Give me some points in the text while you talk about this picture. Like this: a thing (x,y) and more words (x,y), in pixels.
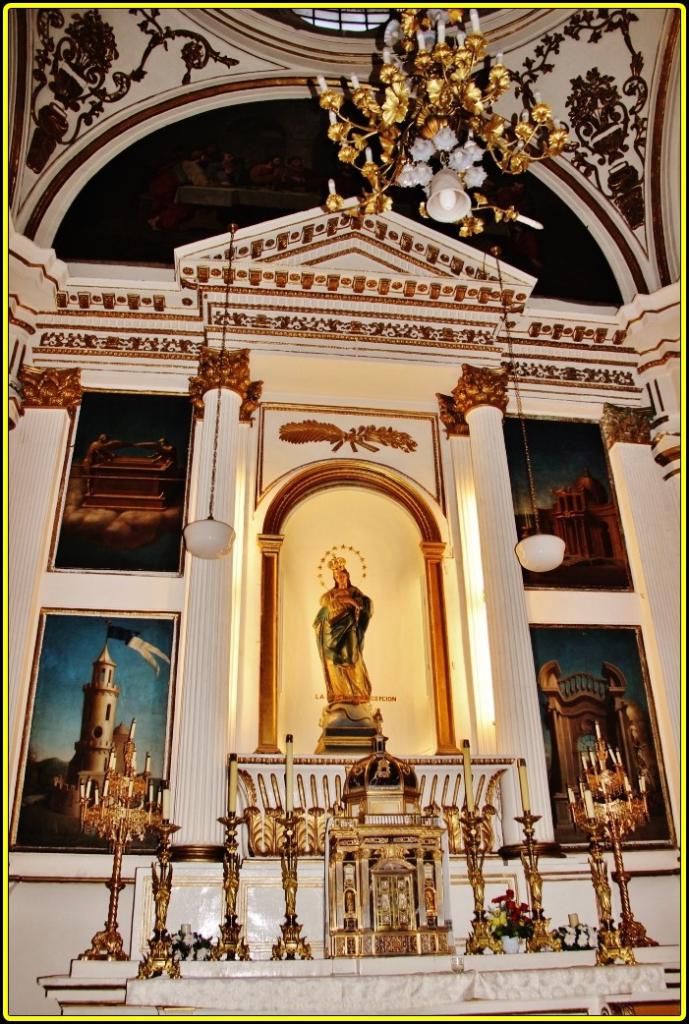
This picture is an inside view of a building (258,480). In the center of the image (318,580) we can see statue (331,616), boards (139,457), wall (299,329). At the bottom of the image (478,864) we can see some stands (471,858), candles (234,760). At the top of the image (355,35) we can see chandelier (396,129), roof (325,74).
